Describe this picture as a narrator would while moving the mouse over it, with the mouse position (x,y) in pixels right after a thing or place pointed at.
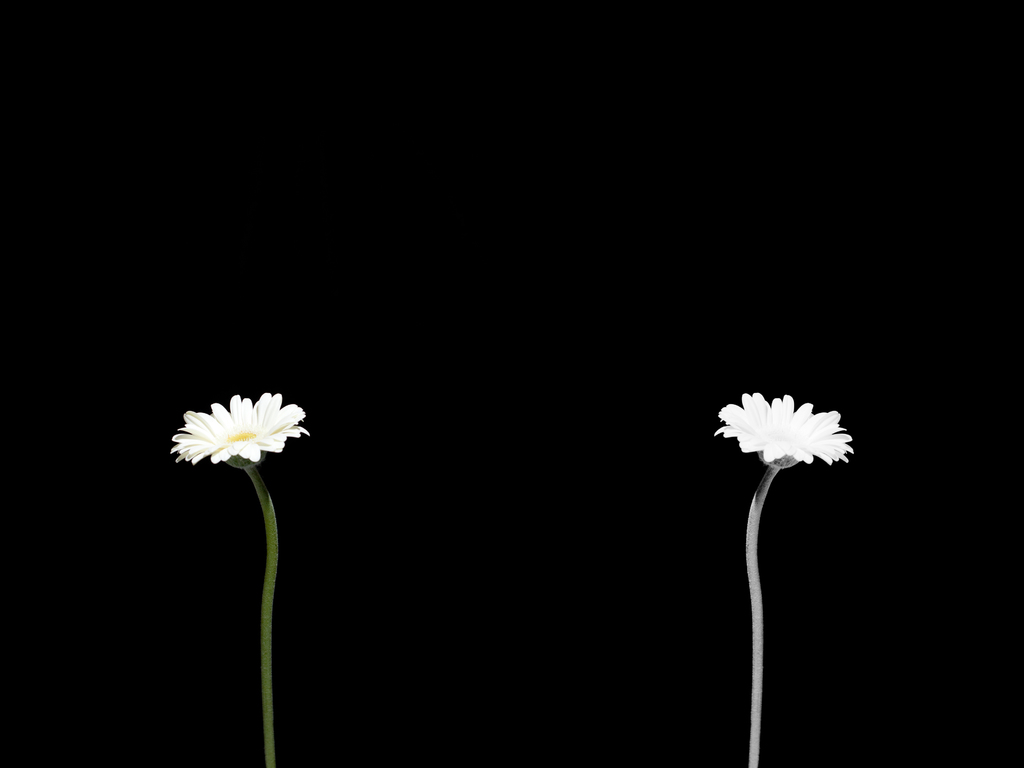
In this image I can see two flowers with pedicles (753,549). And there is a dark background (453,228).
